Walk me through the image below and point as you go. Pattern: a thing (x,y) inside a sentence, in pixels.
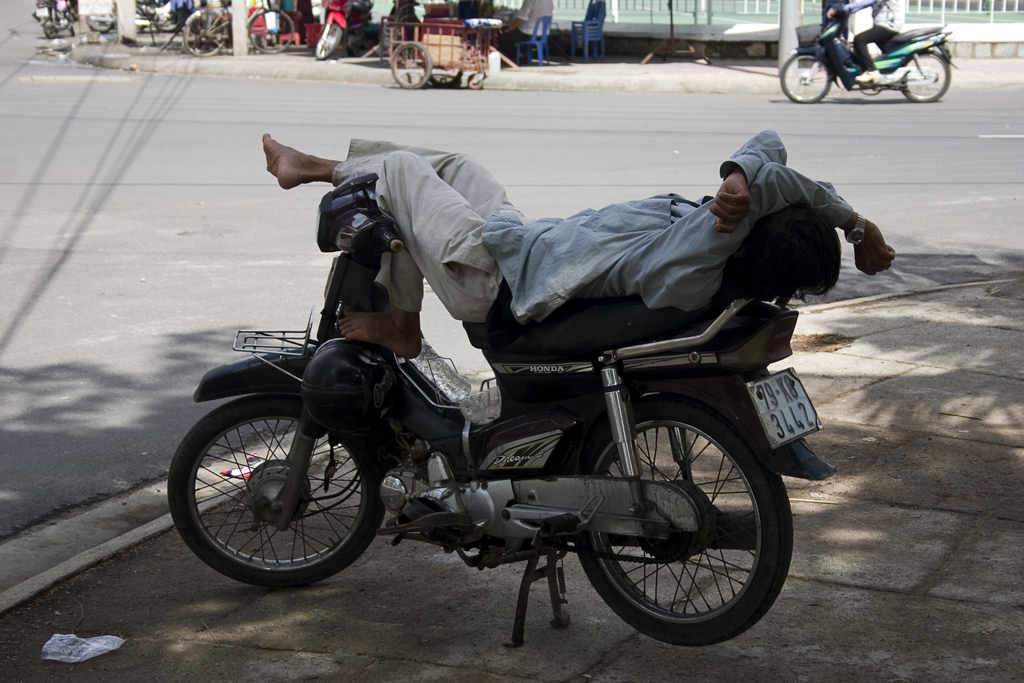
This is the image of a road (172,133) and there are some vehicles (198,12) on the divider (336,58), and there are some chairs (584,43) kept on that. And a person (504,271) lying on a vehicle (649,356) on the middle of the image (645,399) and there is a name plate (776,411) on the vehicle (788,416). on the right side (905,66) a person (860,75) riding on a scooter (827,90).
